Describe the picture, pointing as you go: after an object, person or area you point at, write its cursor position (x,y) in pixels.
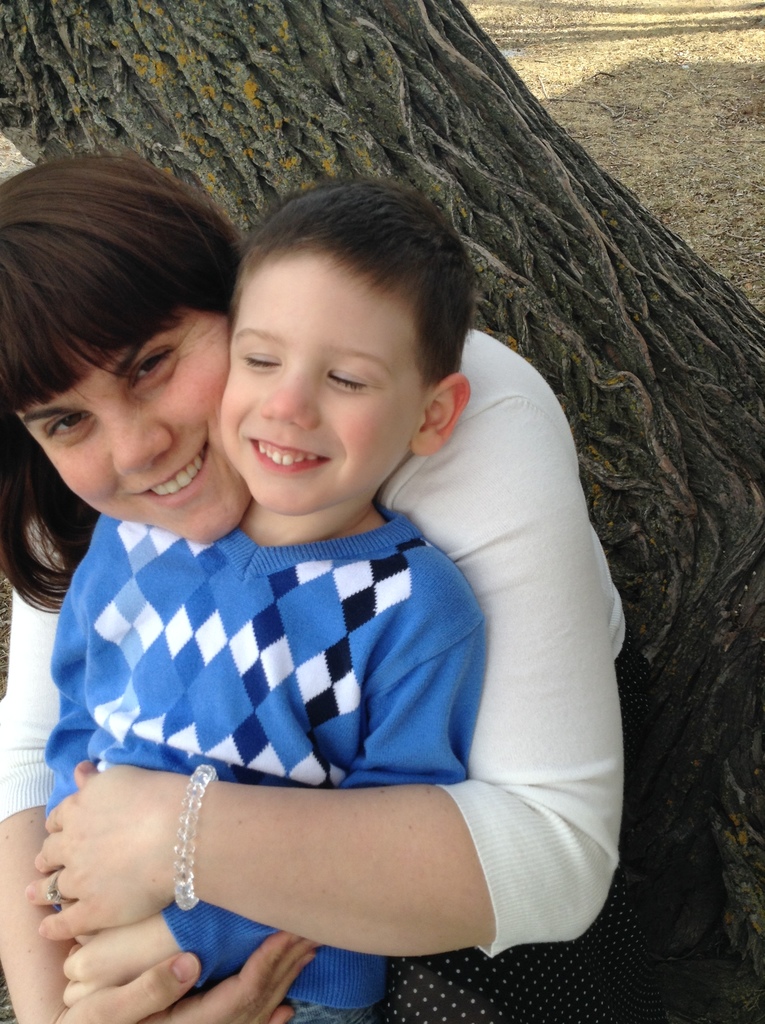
In this image we can see a woman (426,481) and a boy (357,664). On the backside (653,462) we can see the bark (628,368) of a tree (623,262).
